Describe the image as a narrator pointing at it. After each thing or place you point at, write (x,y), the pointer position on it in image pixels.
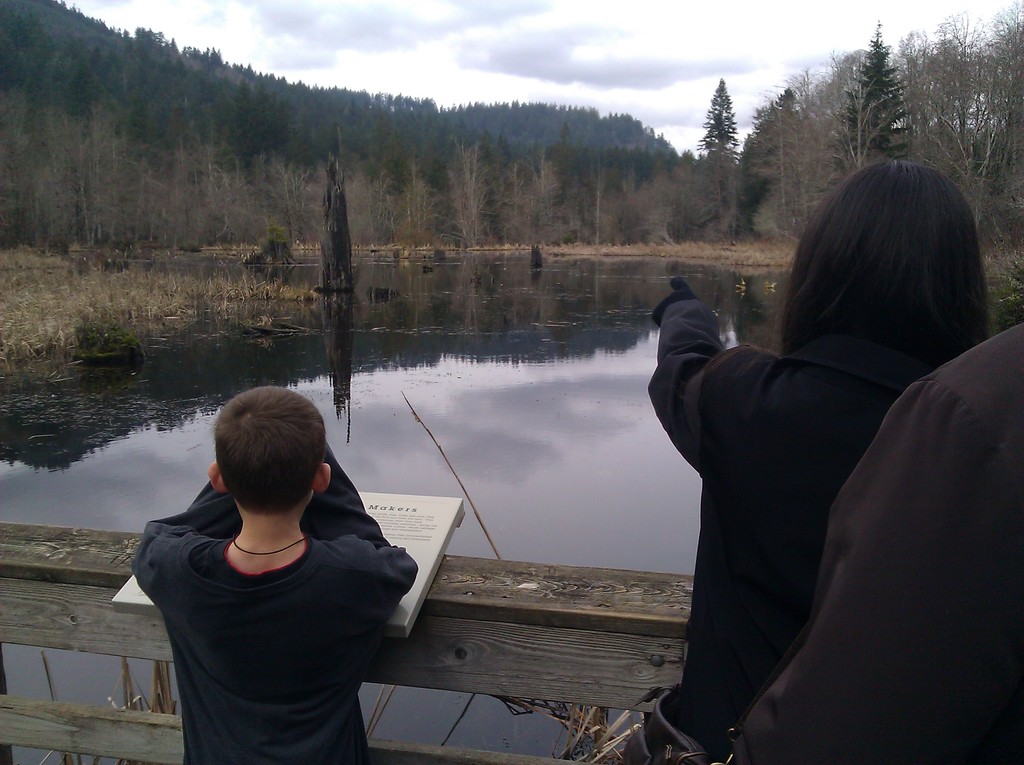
At the bottom of the image (178,670) three persons (320,479) are standing and he is leaning on a board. In front of them there is fencing (490,577). Behind the fencing (470,580) there is water (271,270). In the middle of the image (342,270) there are some trees (15,89). At the top of the image (362,49) there are some clouds (379,42) in the sky (393,70).
